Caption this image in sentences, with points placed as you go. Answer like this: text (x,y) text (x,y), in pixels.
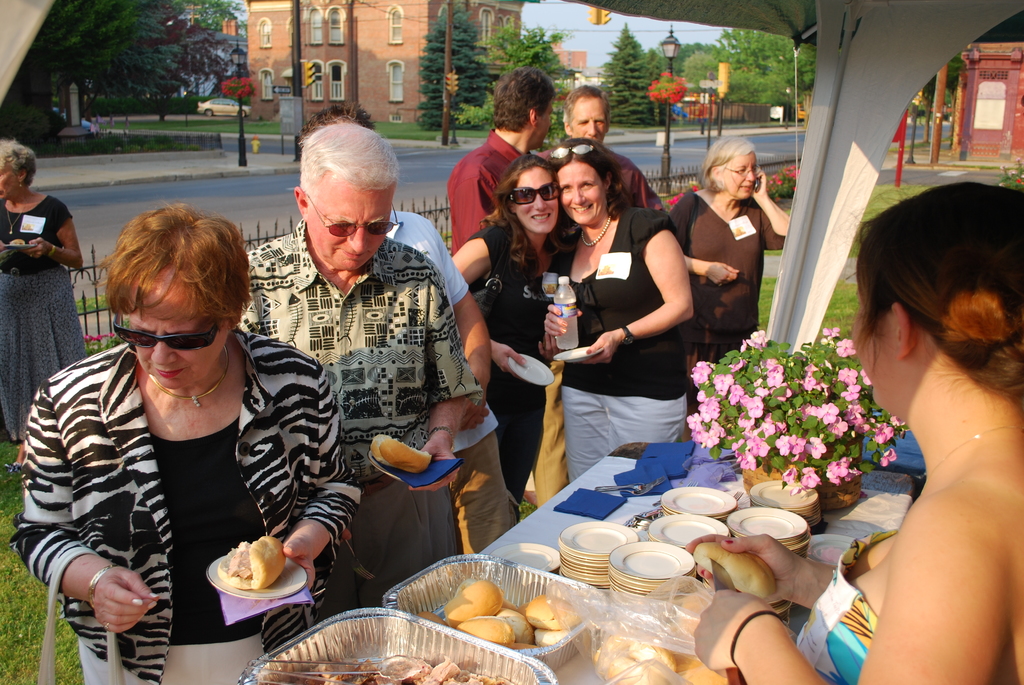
In this picture we can see a group of people (109,480) holding some food items (240,547) in their hands (294,544) and in front of them there is a table (686,483) on which there are some plates (633,549), food items (466,586) and a small plant (755,403) and we can see some trees (187,74), cars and buildings (971,89) around them.
